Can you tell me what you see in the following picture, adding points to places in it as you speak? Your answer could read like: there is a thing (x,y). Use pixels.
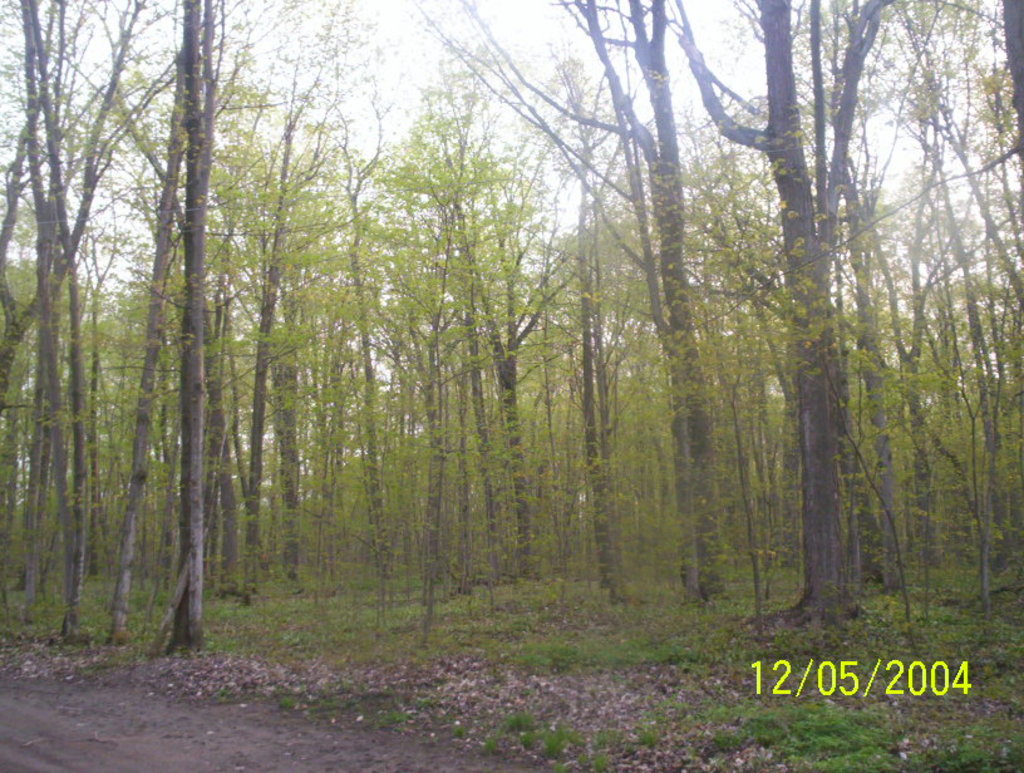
In this picture there are a group of trees (969,65), at the bottom (499,743) there is a walkway (41,720) grass (710,722) and dry leaves (747,693). At the bottom of the image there is text (954,696), and at the top (368,127) there is sky (332,80).
